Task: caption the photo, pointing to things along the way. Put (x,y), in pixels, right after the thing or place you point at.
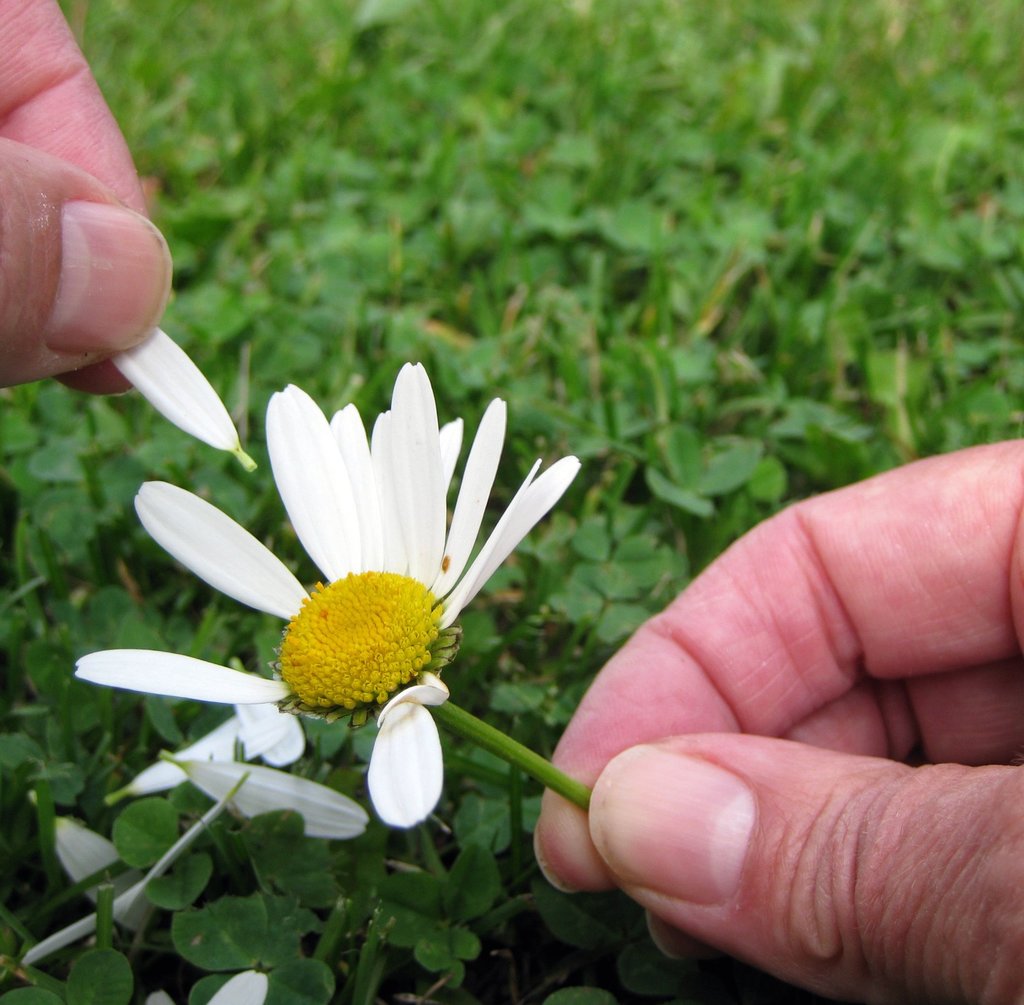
In this image we can see person's fingers (88,211) holding a flower (338,565) and a petal (186,407) and there are few plants (509,353) in the background (287,935).
